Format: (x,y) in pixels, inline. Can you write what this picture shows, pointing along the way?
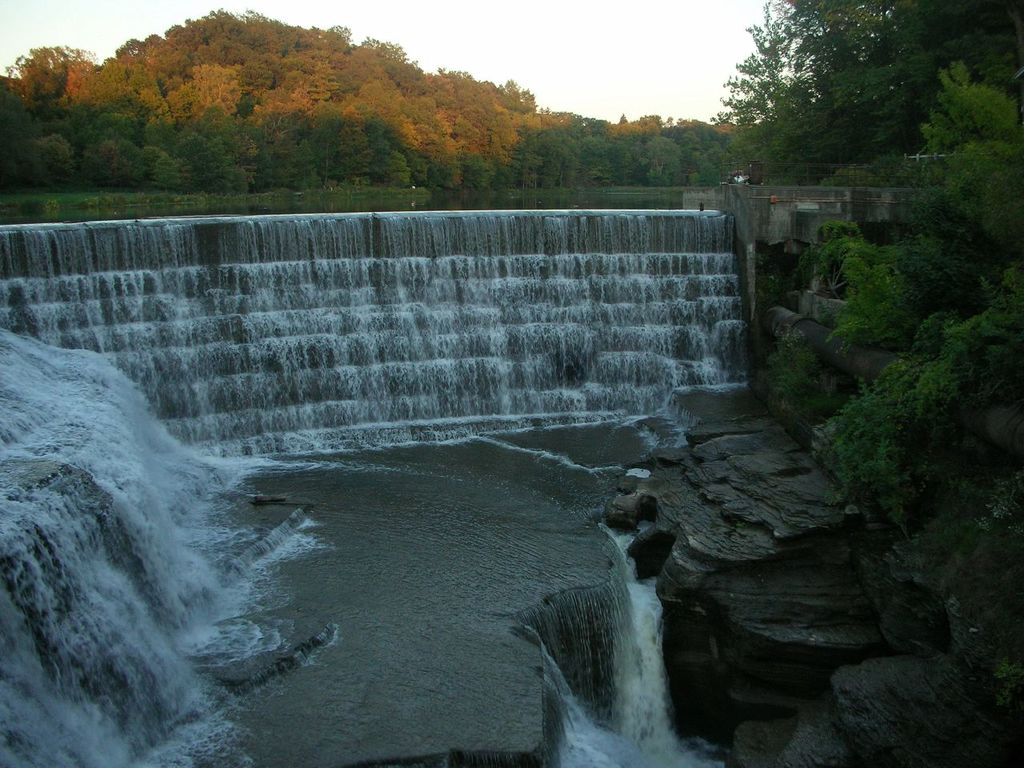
In this image there are rocks (969,627), plants (890,330), trees (862,282), waterfall (30,271), and in the background (637,34) there is sky (594,47).
